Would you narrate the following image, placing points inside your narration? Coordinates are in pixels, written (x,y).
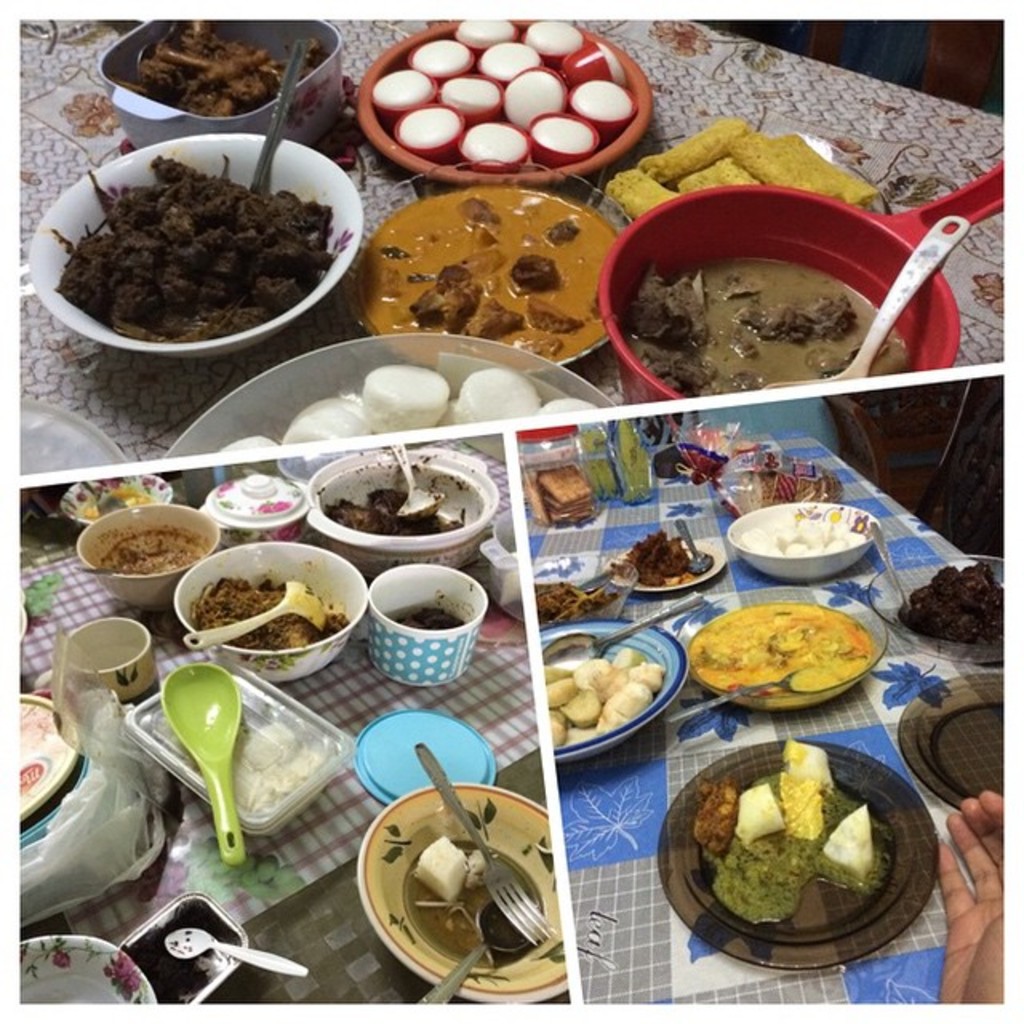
This is a collage image. In this image we can see different kinds of food items (442,322) placed in the serving dishes (353,199), cutlery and crockery (307,666).
